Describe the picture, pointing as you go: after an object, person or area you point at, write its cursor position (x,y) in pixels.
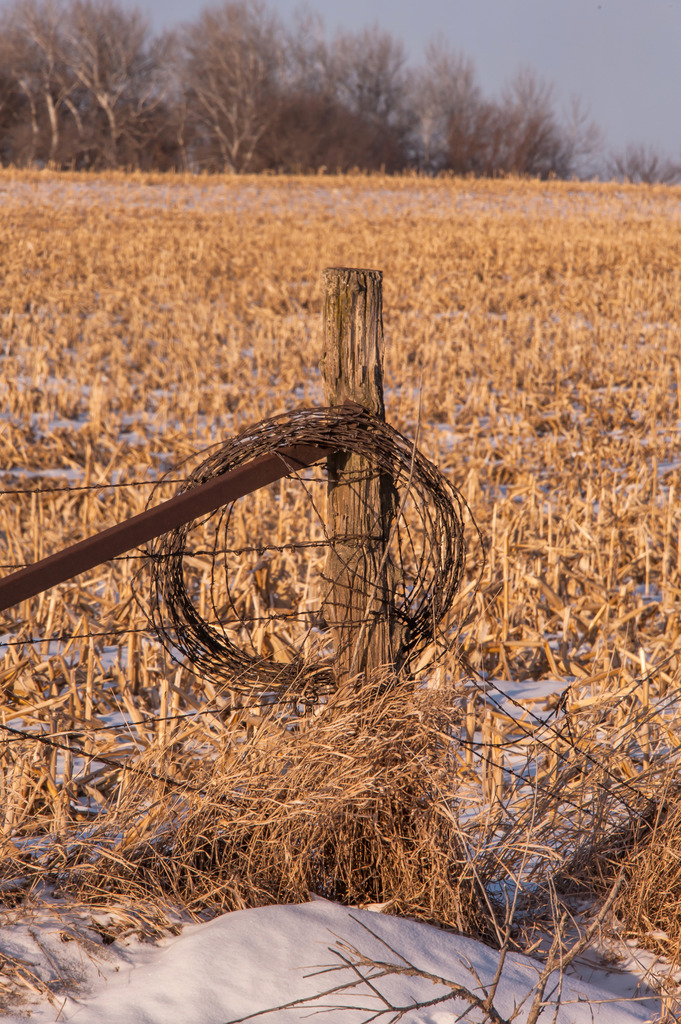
In this image on the left side (197,629) I can see the fencing wires (239,674). I can see the grass (318,793). In the background (343,172), I can see the trees (382,131) and the sky (583,49).
